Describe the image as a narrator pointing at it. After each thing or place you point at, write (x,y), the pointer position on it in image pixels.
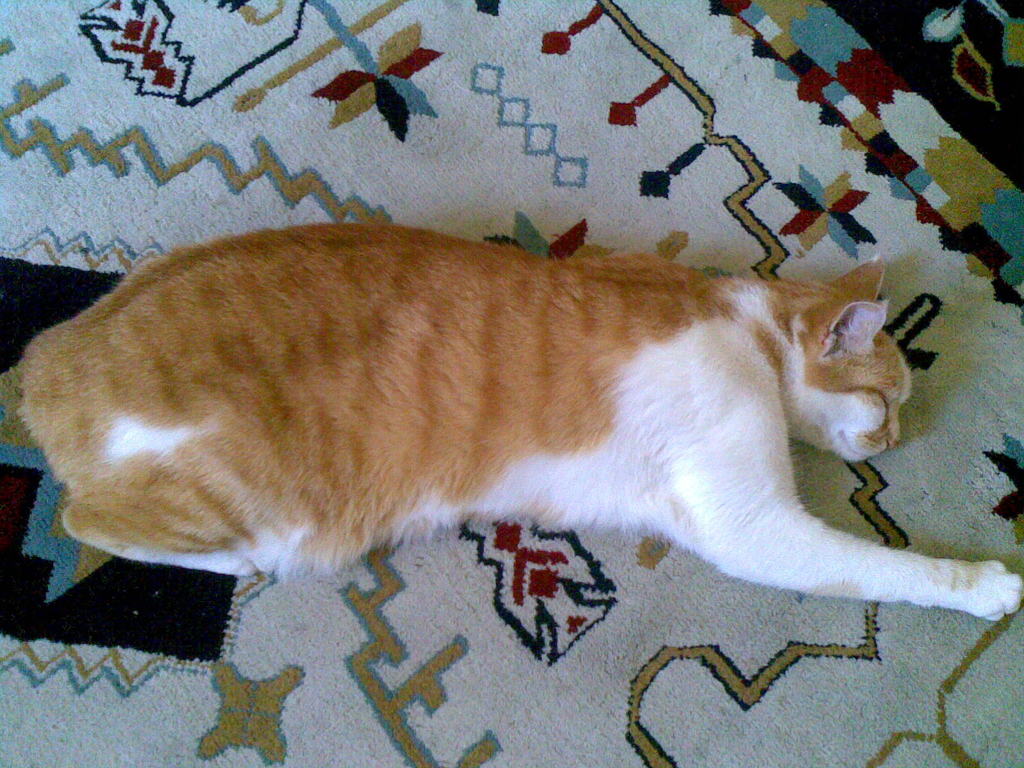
In this image we can see one cat (572,425) sleeping on the surface (632,631) which looks like a carpet (957,406).
